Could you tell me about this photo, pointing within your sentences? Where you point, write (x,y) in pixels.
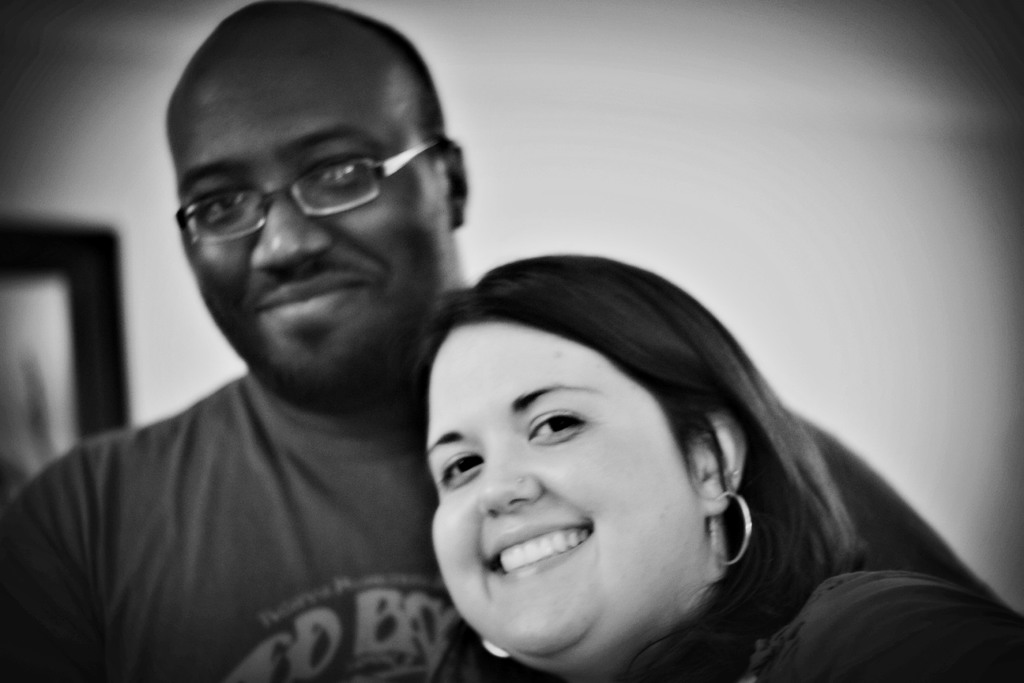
In this picture we can see a man (413,420) and woman (630,444), they both are smiling and he wore spectacles (338,180).
